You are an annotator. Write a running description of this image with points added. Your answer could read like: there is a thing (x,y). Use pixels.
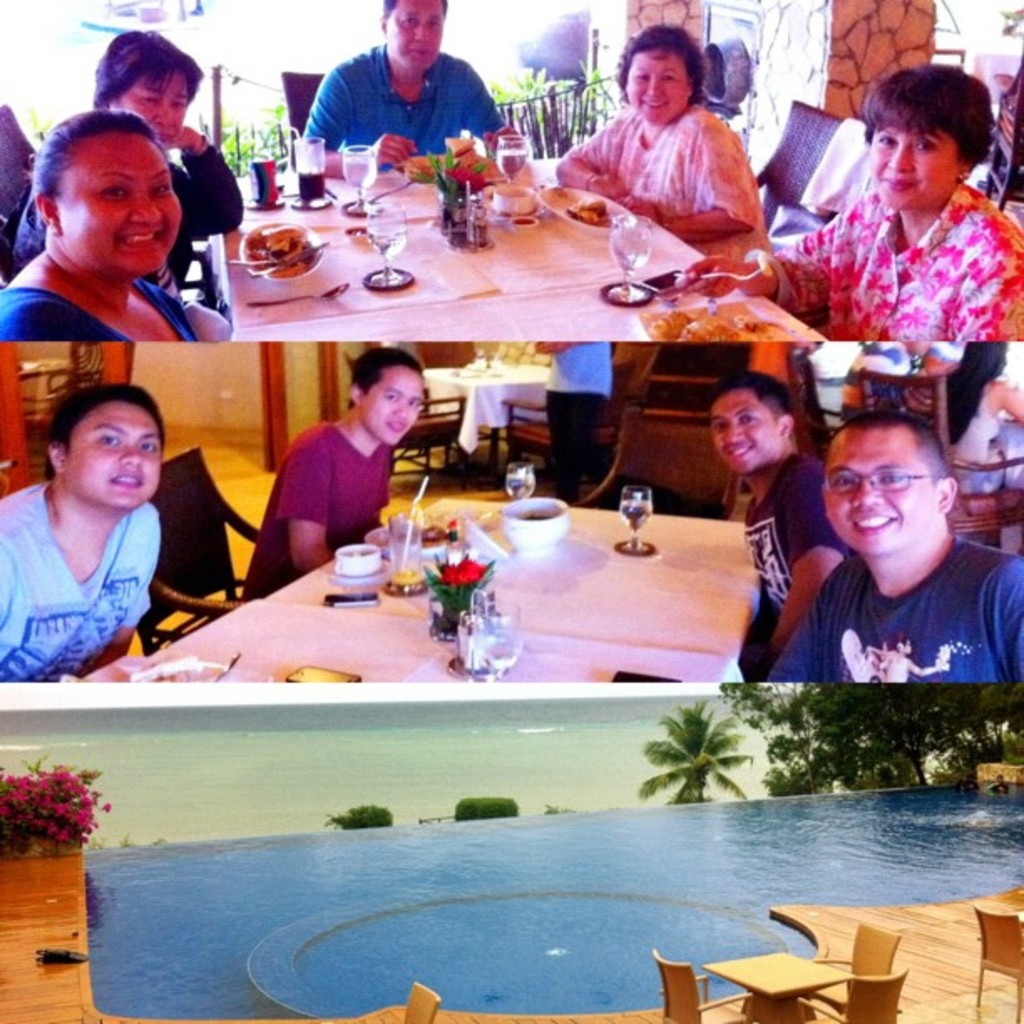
image is clicked in restaurant (471,487) where all the people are sitting and eating there are two tables (454,309) in the first two images there is a third image also where there is a swimming pool (709,905) and tables (848,973). In the bottom (932,753) there are trees (838,763) on the right side (821,774) and left side (67,782) there is a flower plant (64,825) and in the second image on the right side (938,441) there is a man (953,604) with the blue shirt (968,604) and specs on the left side (53,525) there is a person (130,575) with the sky blue color shirt (145,572) they all are sitting on chairs (922,399) around the table (669,573). on the table (620,596) there is a glass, bowl (529,521), flower (488,565), straw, mobile phone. In the first image the right side (962,317) a woman (997,250) is sitting she is wearing a floral dress (870,325) and In the top (409,88) A man (393,131) is sitting and he is wearing blue shirt (422,145) woman (176,180) who is on the left side (155,341) is wearing blue shirt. on the table top (563,303) there is a glass (391,243), bowl (311,243) and cloth (574,292) and eatables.
